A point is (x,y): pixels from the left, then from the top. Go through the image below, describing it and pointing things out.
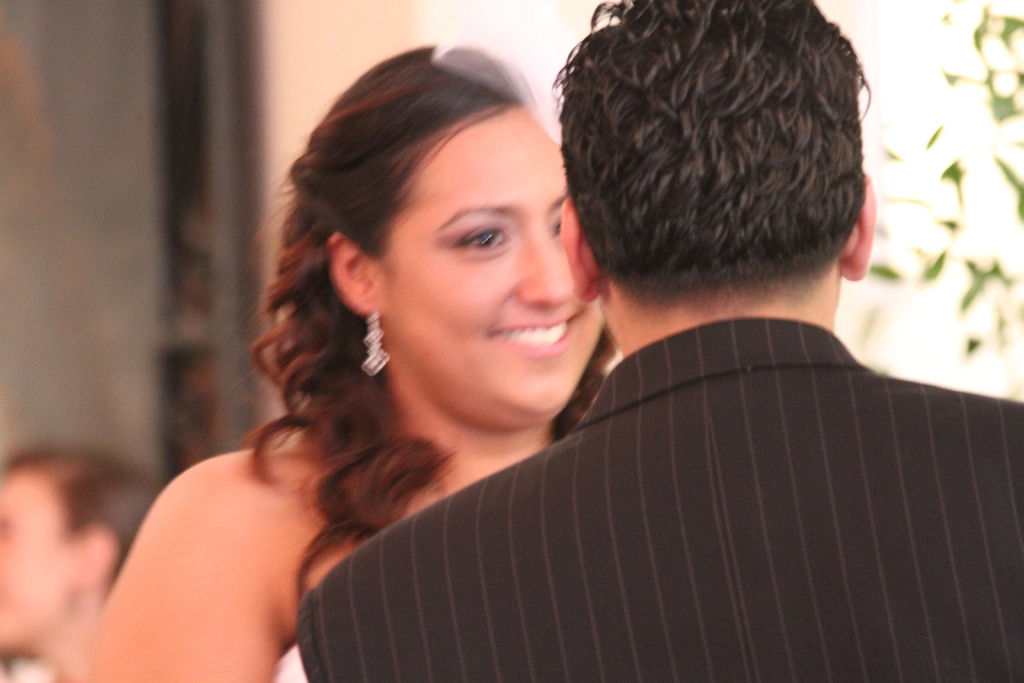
In the foreground of the picture (613,319) there are couple (522,456) standing. The background (163,331) is blurred. On the right (954,220) there is greenery (956,81). On the left (65,575) there is a person (68,607).
